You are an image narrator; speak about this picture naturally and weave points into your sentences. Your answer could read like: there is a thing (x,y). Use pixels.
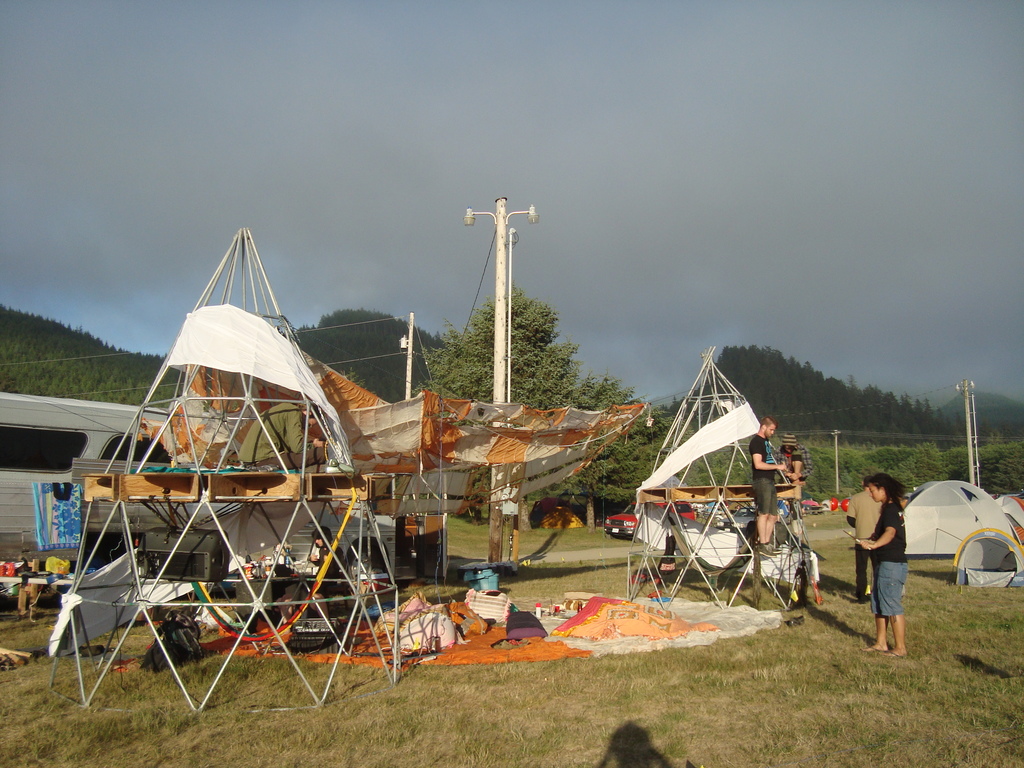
In this picture I can observe some grass (647,705) on the ground (743,705). On the right side (886,594) there are some people (793,466). I can observe some clothes (603,647) on the ground (560,620). On the left side (69,434) there is a white color vehicle (109,510). In the middle of the picture (497,278) there is a pole (500,234). In the background (335,341) there are hills (392,346) and some clouds (645,389) in the sky (419,154).
